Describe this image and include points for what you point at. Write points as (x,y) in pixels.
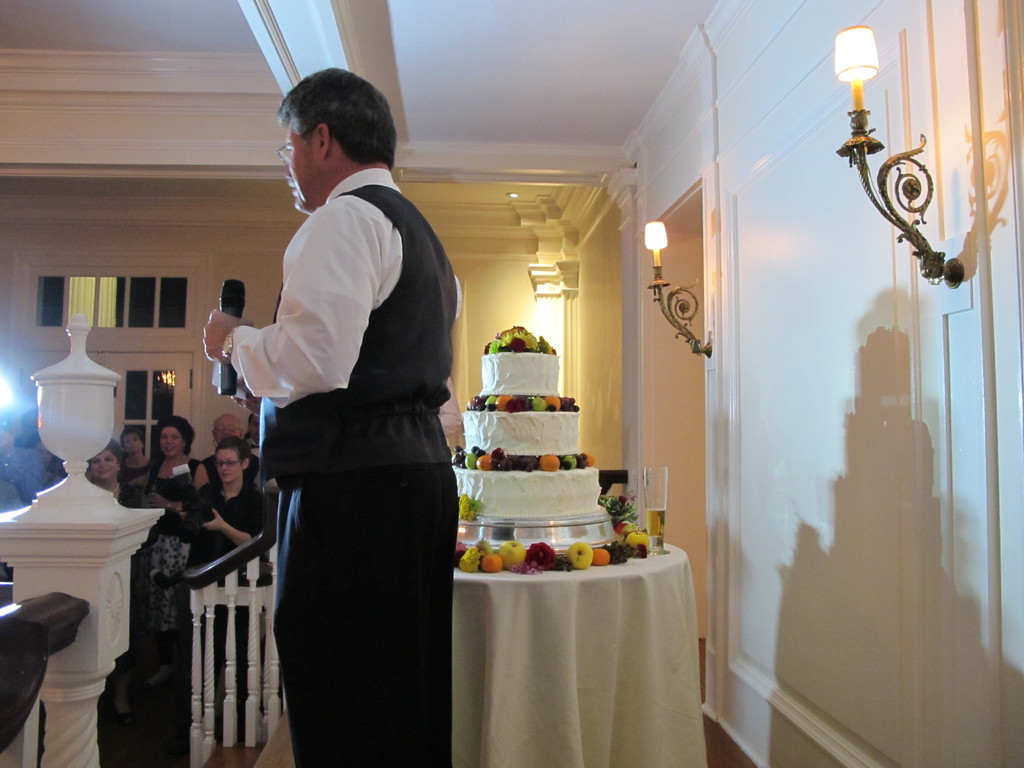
In this image, we can see a person (293,394) is holding a microphone (225,368) and object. Here we can see cake (534,472), few eatable things (587,567) and glass (650,534) with liquid (651,537) are placed on the table (624,564). This table (624,564) is covered with cloth (558,618). On the right side of the image (772,472), we can see walls (786,522), lights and stands (663,302). Left side of the image (29,638), we can see railings (202,739), stairs (238,745), door (124,389) and a group of people (232,430). Here a woman (238,500) is holding a camera (204,522).
